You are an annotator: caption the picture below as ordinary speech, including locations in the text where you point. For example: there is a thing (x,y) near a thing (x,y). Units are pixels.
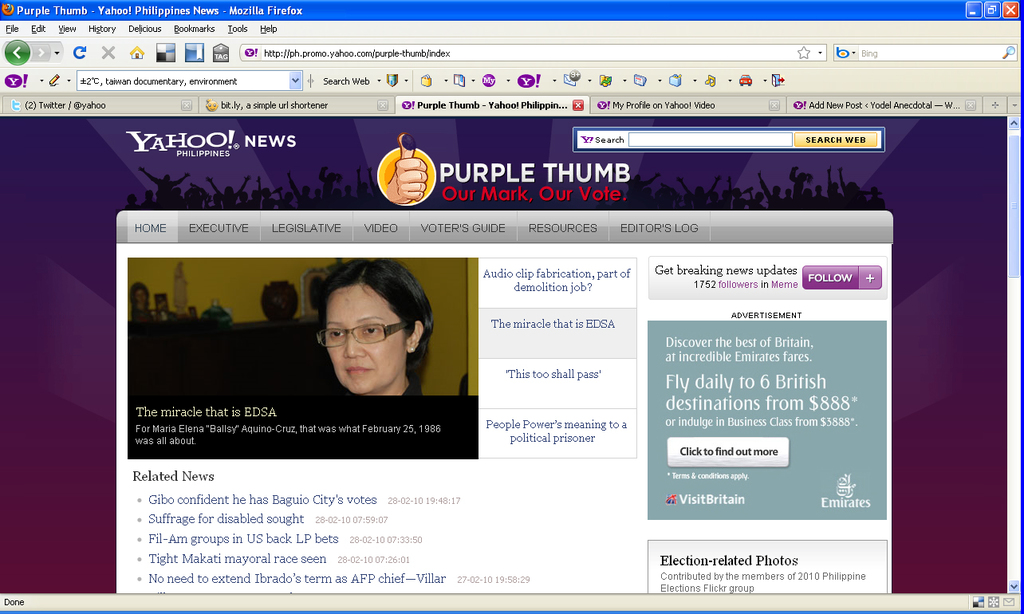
In the image we can see a screen (18,198) of a website (23,210).
